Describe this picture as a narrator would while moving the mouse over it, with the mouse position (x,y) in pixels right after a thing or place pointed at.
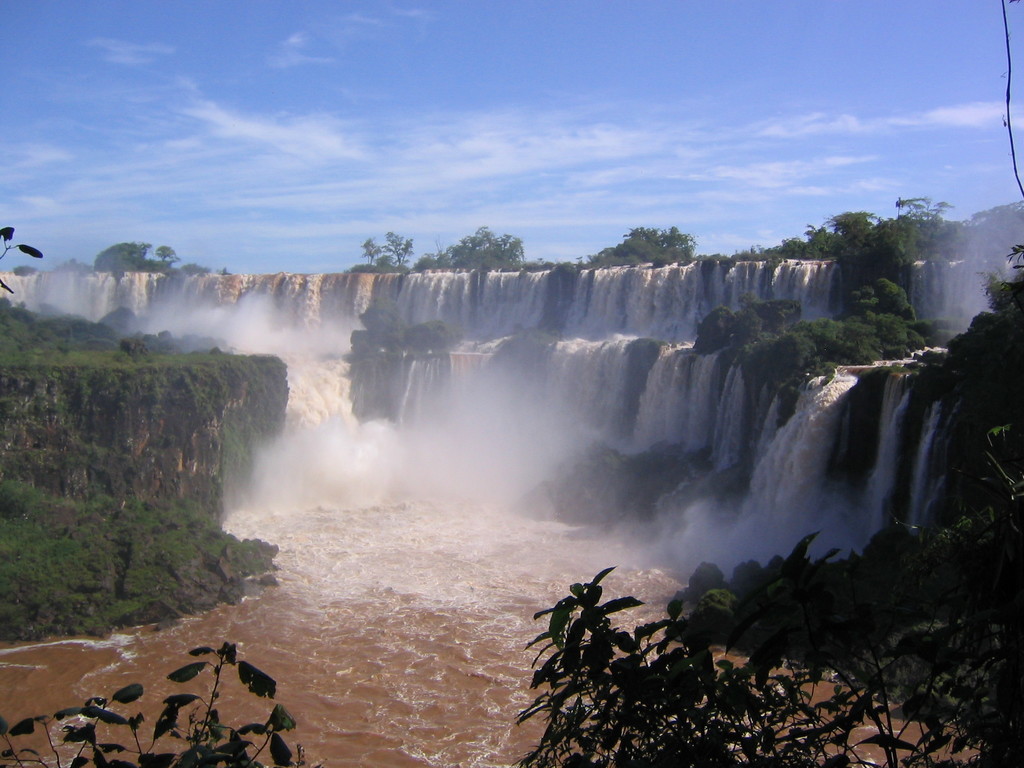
In this picture we can see a few plants (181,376) on the right side (998,404) and left side (40,368). We can see a waterfall (489,281). There are few trees (931,233) in the background (907,231). Sky (304,58) is blue in color and cloudy.
